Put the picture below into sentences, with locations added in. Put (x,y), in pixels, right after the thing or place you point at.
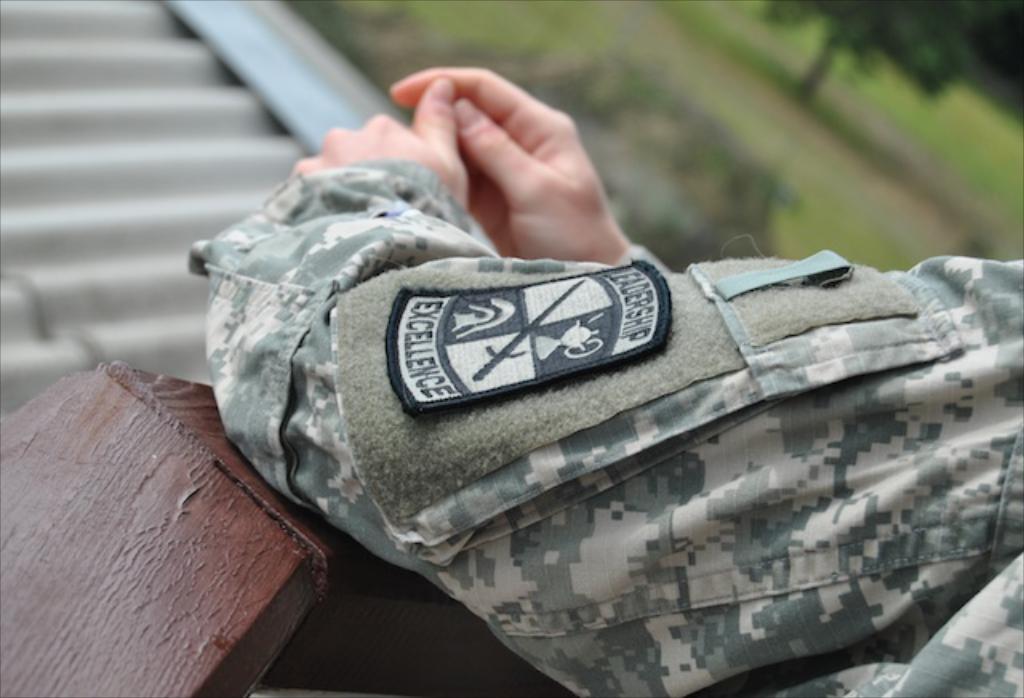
In this picture we can see a person hands (570,231) and in front of the people (391,405) there are some blurred things (780,183).
